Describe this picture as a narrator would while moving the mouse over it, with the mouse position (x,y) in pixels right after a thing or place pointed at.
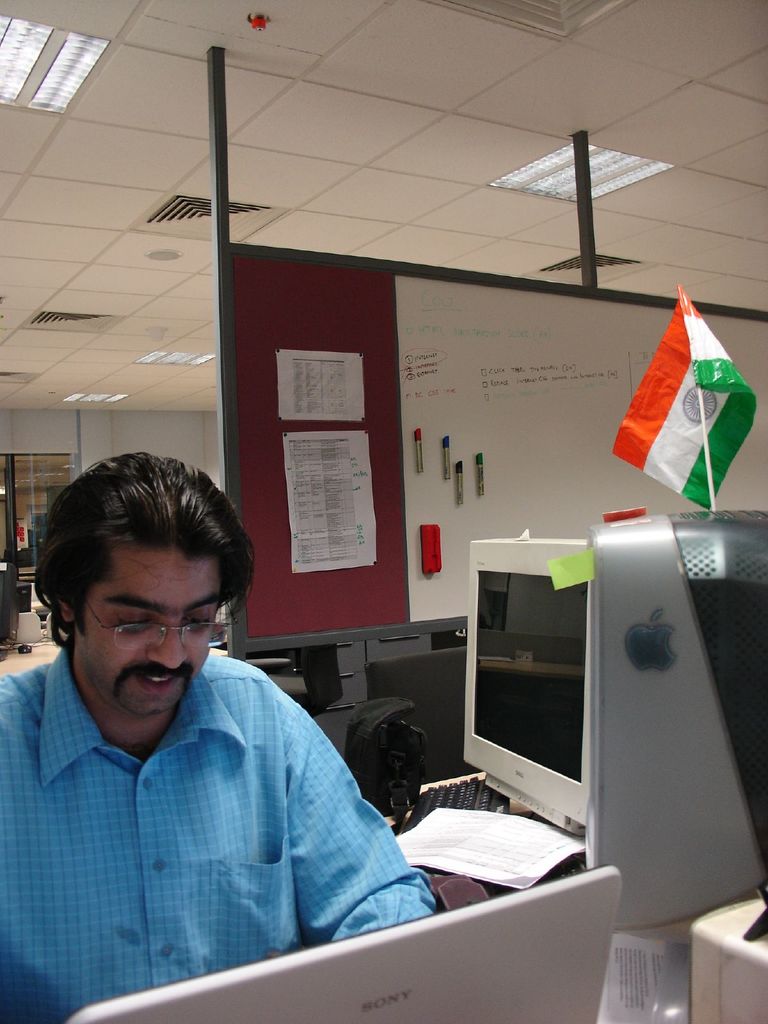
In this image we can see one person (164,757) sitting and working on the Laptop (255,967). And beside the laptop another system (637,617) is there. And in background (402,372) we can see the board (324,294) with sketches/ (421,438) markers (463,470) and rubbing pad (435,544). And upper region we can see lights (78,85) and ventilation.
